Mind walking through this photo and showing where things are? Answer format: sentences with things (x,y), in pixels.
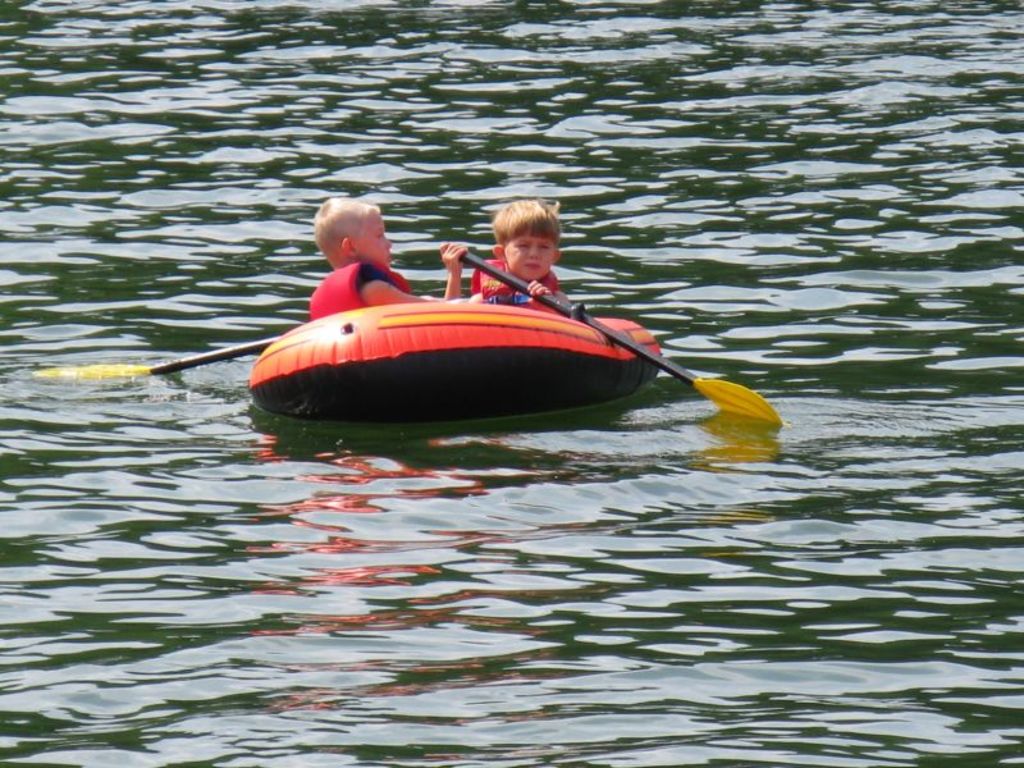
In this picture there are two kids (335,276) sitting on a boat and holding paddles (178,364). We can see water (698,446).
